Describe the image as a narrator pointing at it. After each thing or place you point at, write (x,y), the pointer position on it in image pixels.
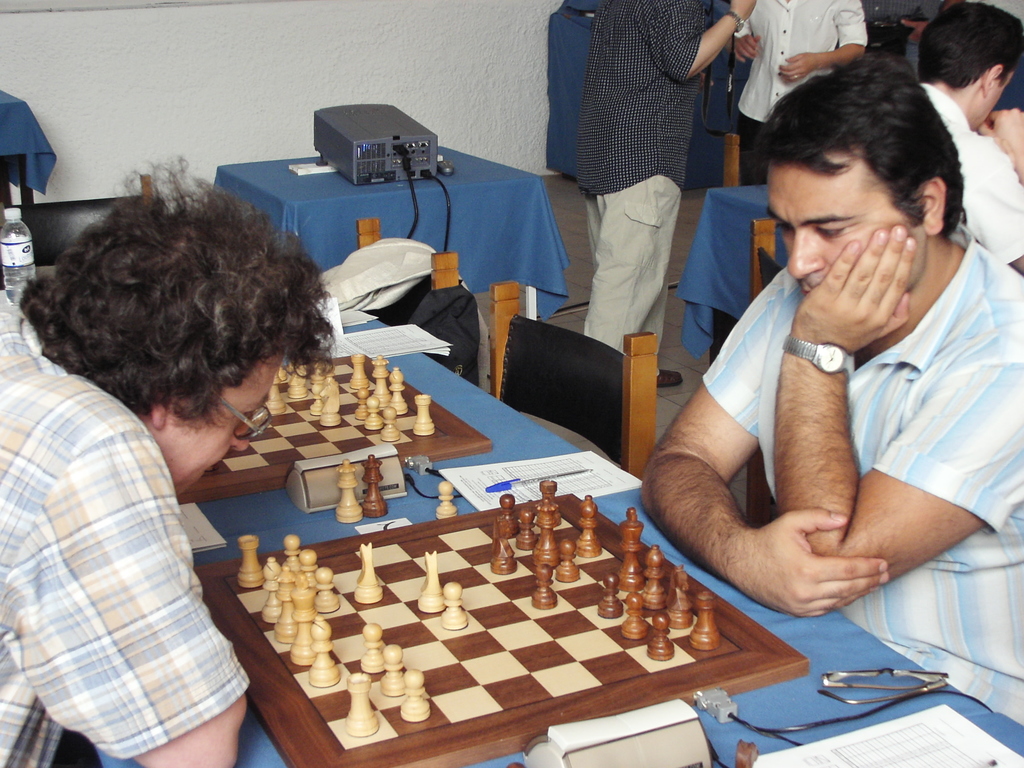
There are two men (818,466) sitting in front of each other in their chairs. There is a table (253,717) in between them on which a chess board (484,664) was placed. Both of them were playing chess. In the background (804,14) there are some people (590,177) standing. Equipment (368,123) is placed on the table (381,198). There is a wall (247,58) here.
